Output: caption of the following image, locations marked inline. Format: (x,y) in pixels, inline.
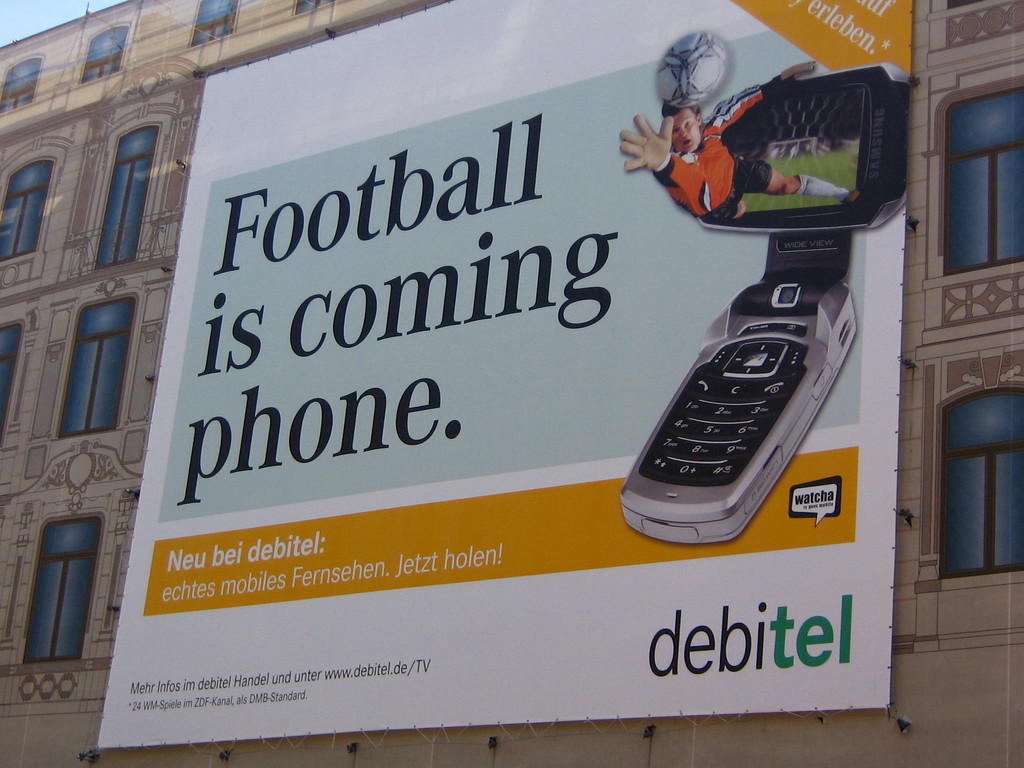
In this image we can see the picture of a building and an advertisement (505,297) on it.
